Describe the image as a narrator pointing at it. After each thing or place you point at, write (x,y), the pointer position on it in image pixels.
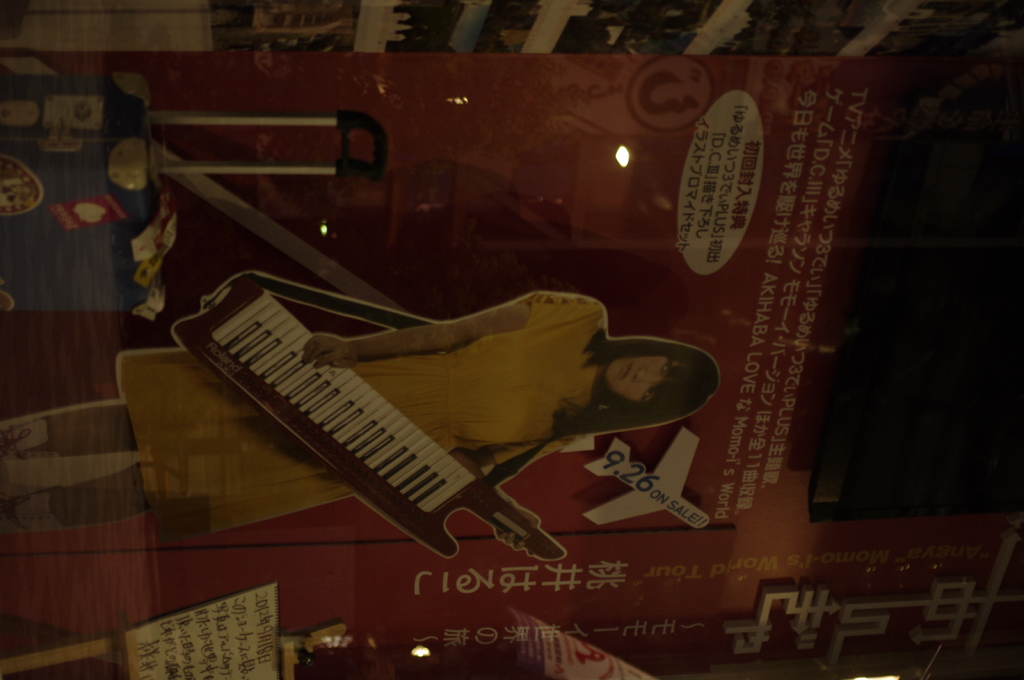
In this picture we can see pamphlet (673,276). In this pamphlet (203,390) there is a woman (644,358) who is wearing yellow dress (558,370) and holding a piano (263,380). On the top (251,18) we can see the racks (902,36). Here we can see some books (589,17). On the bottom left corner (153,624) there is a board (215,656).
